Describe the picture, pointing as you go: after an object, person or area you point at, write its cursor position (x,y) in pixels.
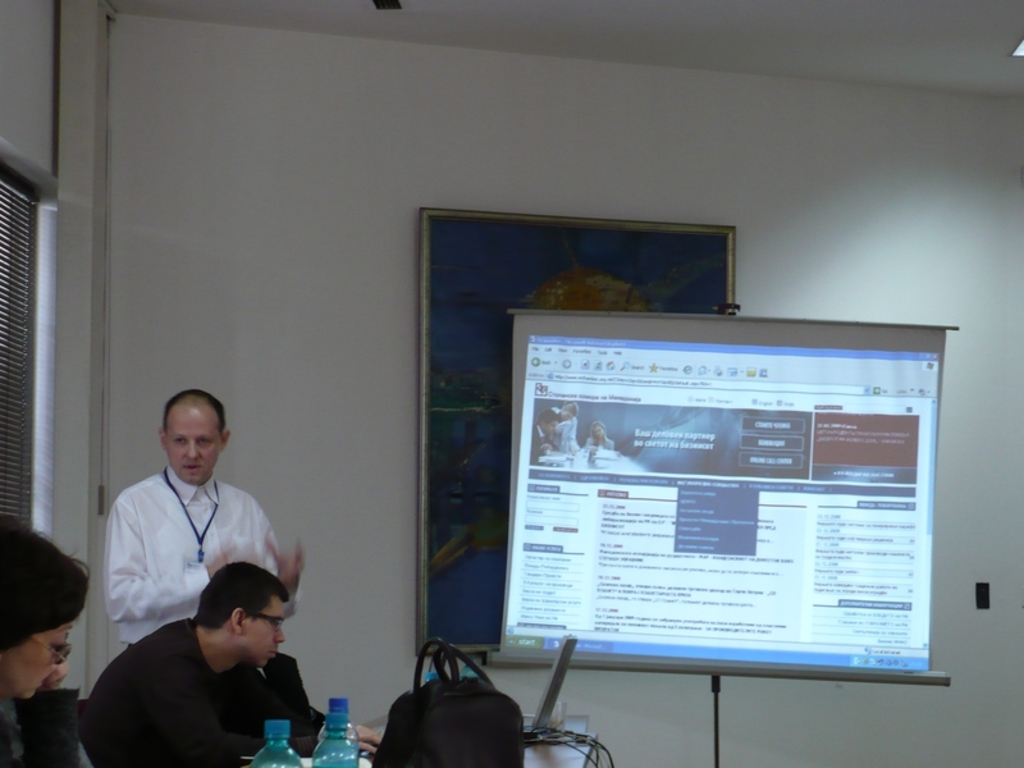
This picture is clicked inside the room (704,760). On the right (704,506) we can see the text (604,378) and some pictures (615,457) on the projector screen (672,434) which is attached to the stand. In the background (431,210) we can see the picture frame (455,239) hanging on the wall (360,416). On the left (236,701) we can see the two persons (187,728) seems to be sitting and we can see a bag (460,725), bottles (329,748) and some other objects (564,736) are placed on the top of the table (551,767) and we can see a person (185,493) wearing white color shirt (222,544) and standing. On the left corner (11,323) we can see the window blind (24,223). At the top (610,8) there is a roof (701,20) and we can see some other objects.
